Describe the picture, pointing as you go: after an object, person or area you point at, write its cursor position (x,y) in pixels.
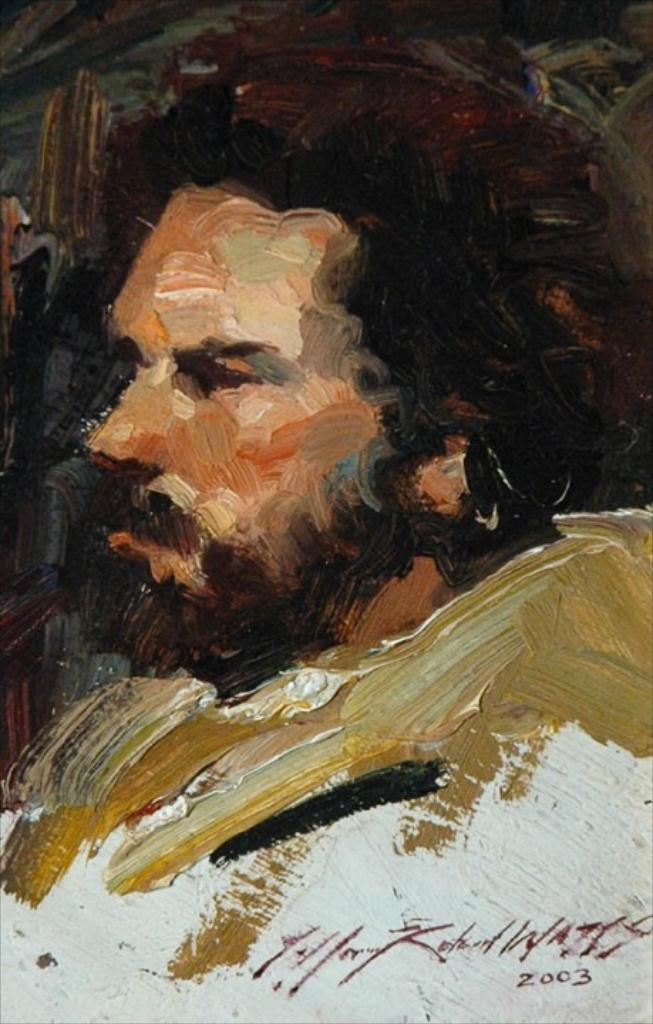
In the center of the image (326,542) there is a man's painting (170,450).
